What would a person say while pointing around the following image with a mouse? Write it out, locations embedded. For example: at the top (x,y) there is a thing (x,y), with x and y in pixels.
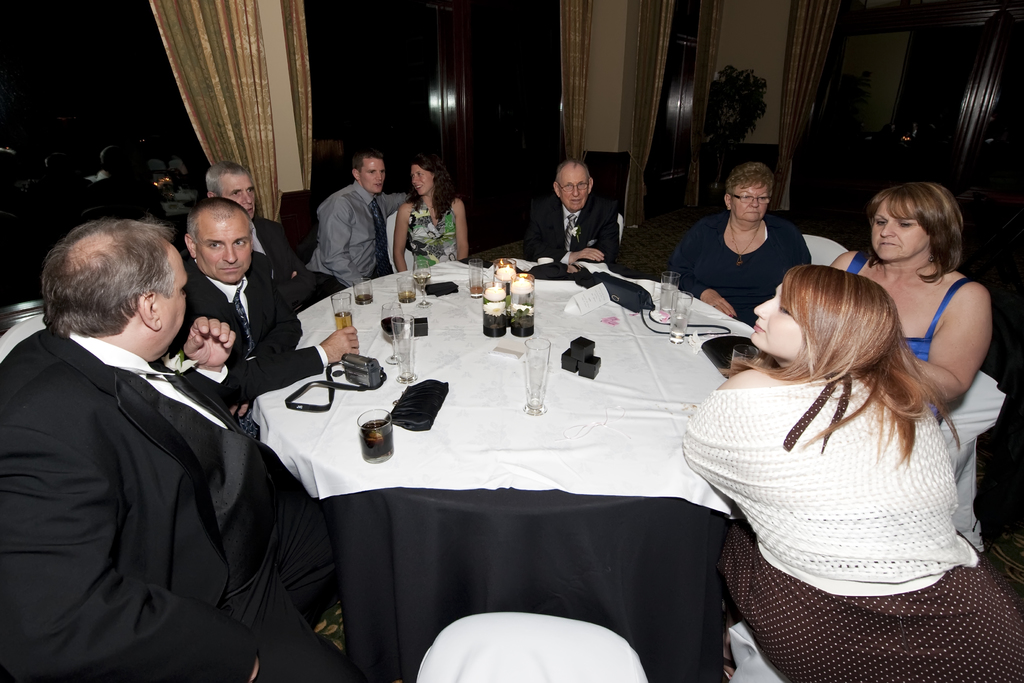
In the image we can see there are people (318,296) who are sitting on chair (954,454) and on table (424,449) there is video camera (369,376), glass (389,440), candles (516,291), wine glass (400,316) and wires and purse (634,292) and the back there are curtains (575,111) which are in cream colour.
